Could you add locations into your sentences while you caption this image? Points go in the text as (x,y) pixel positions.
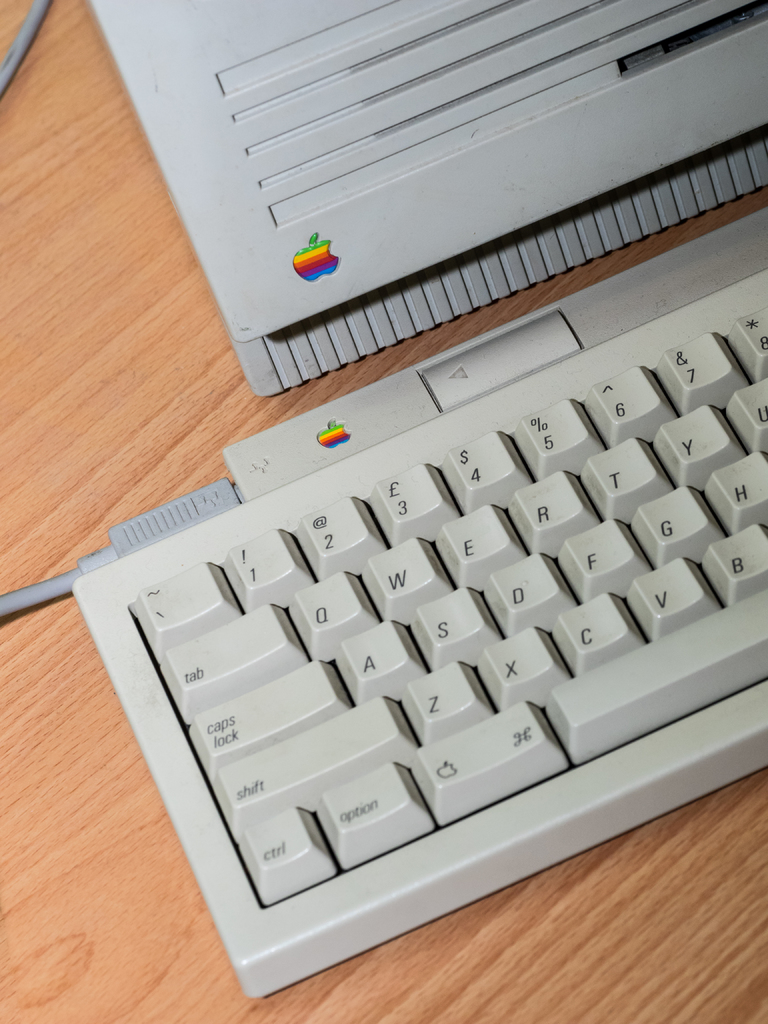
This is a zoomed in picture. In the foreground (418,971) there is a wooden table (82,643) on the top of which a computer (312,161), keyboard (310,589) and a cable (10,608) is placed.
